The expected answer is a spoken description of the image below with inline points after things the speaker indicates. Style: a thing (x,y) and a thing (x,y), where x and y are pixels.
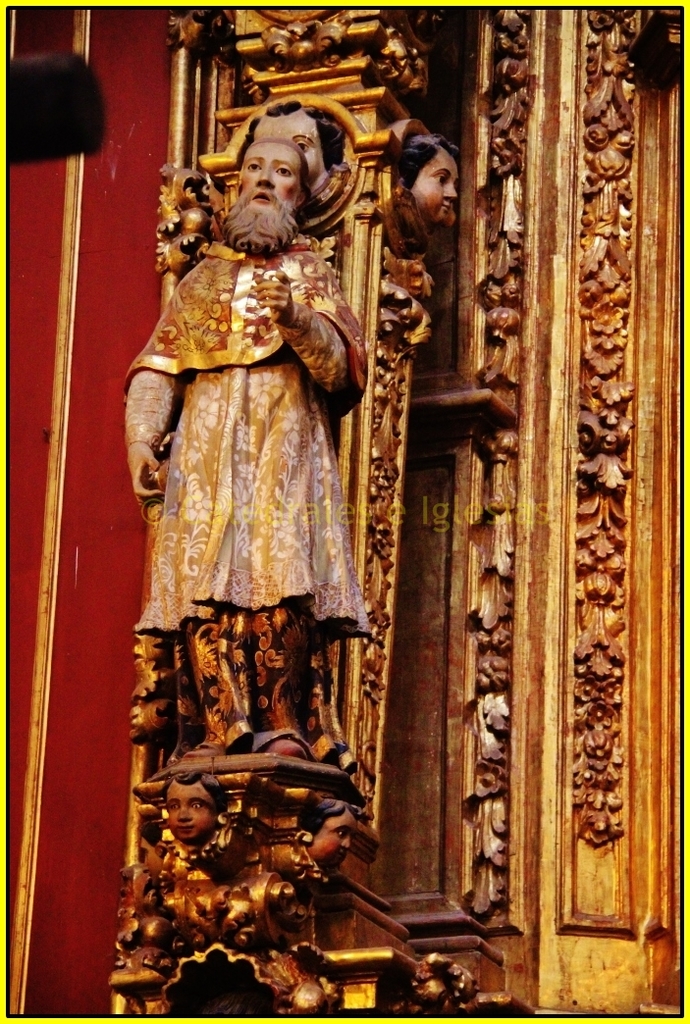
Here we can see a statue (360,610) on a platform (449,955). On the left (94,674) we can see a wall (116,489) and on the right (505,442) there are designs (641,11) on a platform (569,198).
